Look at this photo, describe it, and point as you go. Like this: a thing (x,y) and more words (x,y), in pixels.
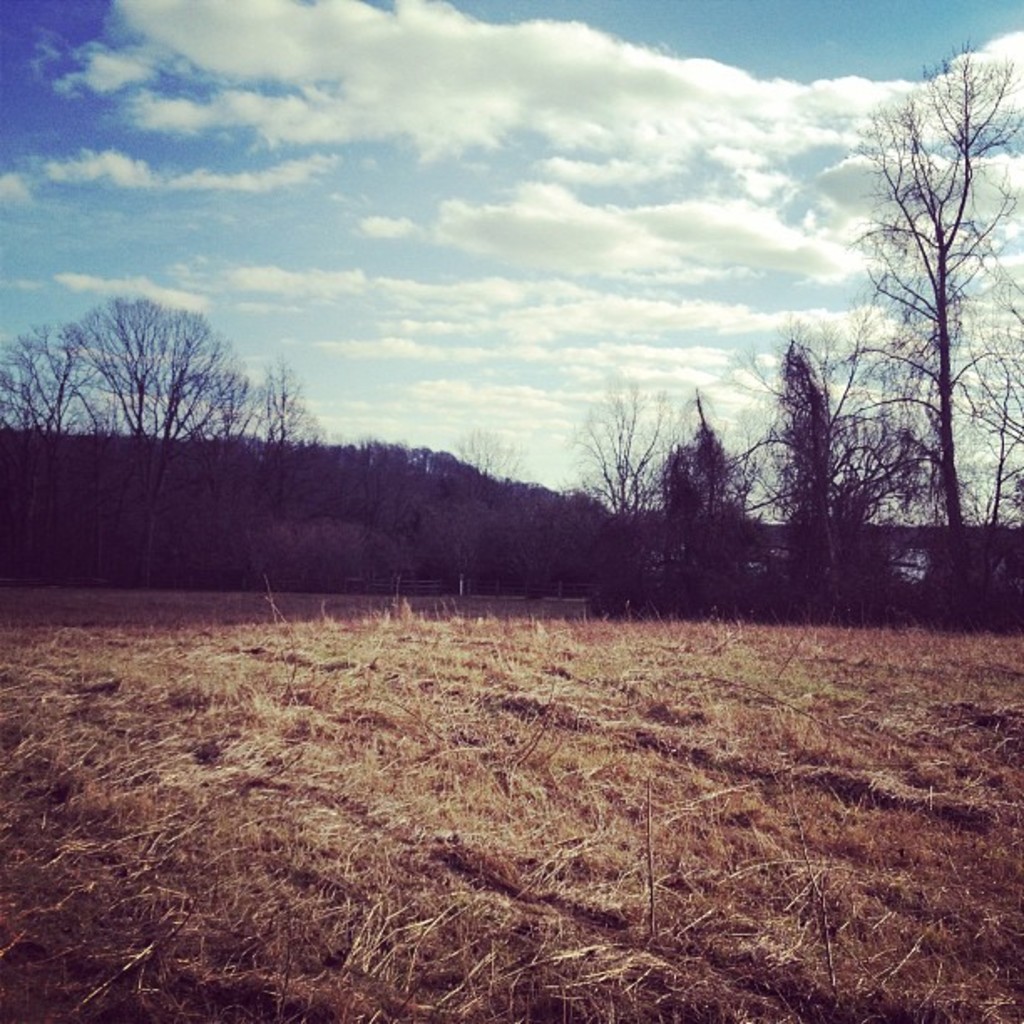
In this image there is a land (383,779) in the middle (679,680). On the land (428,756) there is dry grass (637,732). In the background (636,518) there are trees (520,519). At the top (315,203) there is sky (344,210) with the clouds (469,77).
